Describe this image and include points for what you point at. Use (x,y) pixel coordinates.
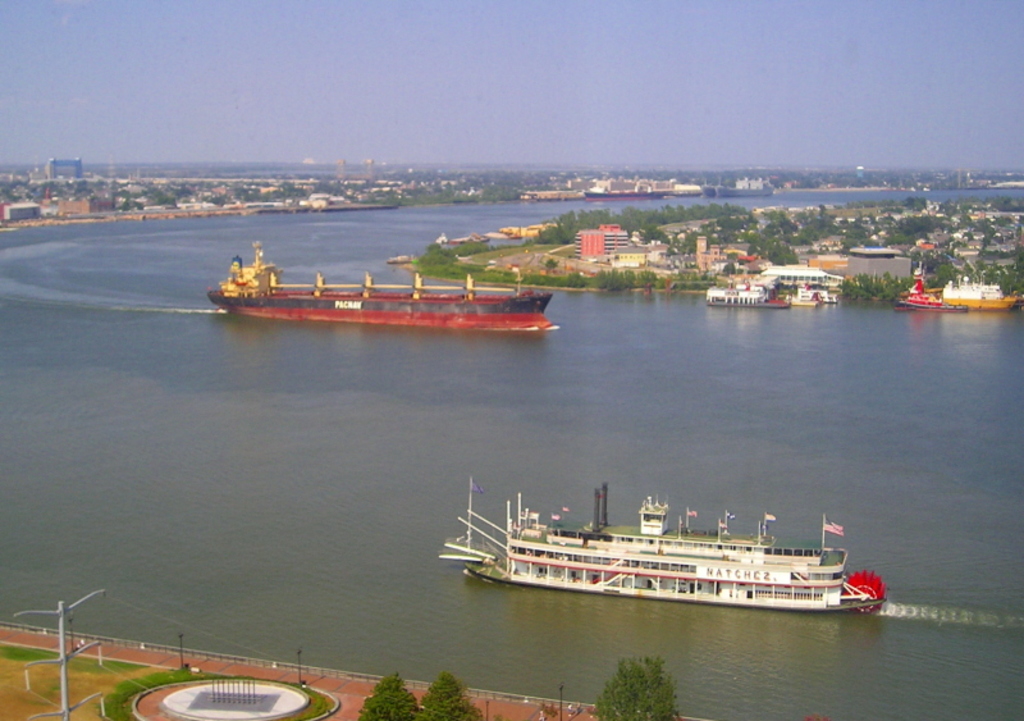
In this picture we can see poles (97,639), grass (73,692) and ships (728,289) on the water (703,359). We can see buildings (636,262) and trees (778,242). In the background of the image (615,146) we can see the sky (531,163).
